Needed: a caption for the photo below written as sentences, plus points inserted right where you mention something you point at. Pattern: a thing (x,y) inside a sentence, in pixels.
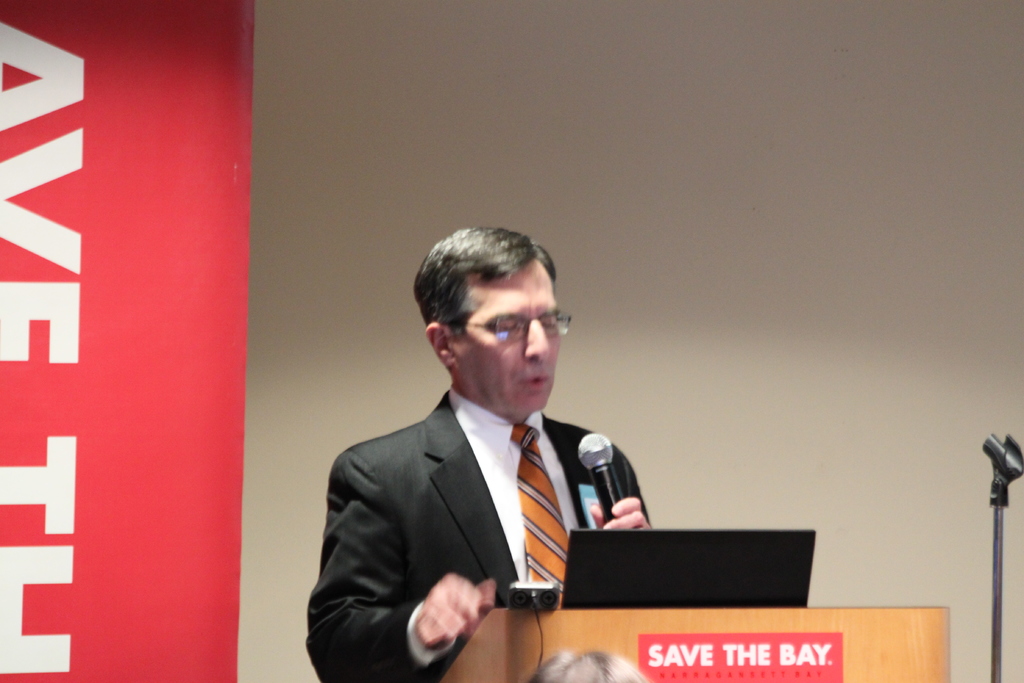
There is a person (443,473) wearing specs (494,334) is holding a mic (600,510) and speaking. In front of him there is a podium (524,635). On that there is a laptop (639,568). Also something is written. In the back (664,152) there's a wall (669,185). On the left side (132,310) there is a red color thing (86,409) with some written. On the right side (1001,539) there is a mic stand (994,479).
